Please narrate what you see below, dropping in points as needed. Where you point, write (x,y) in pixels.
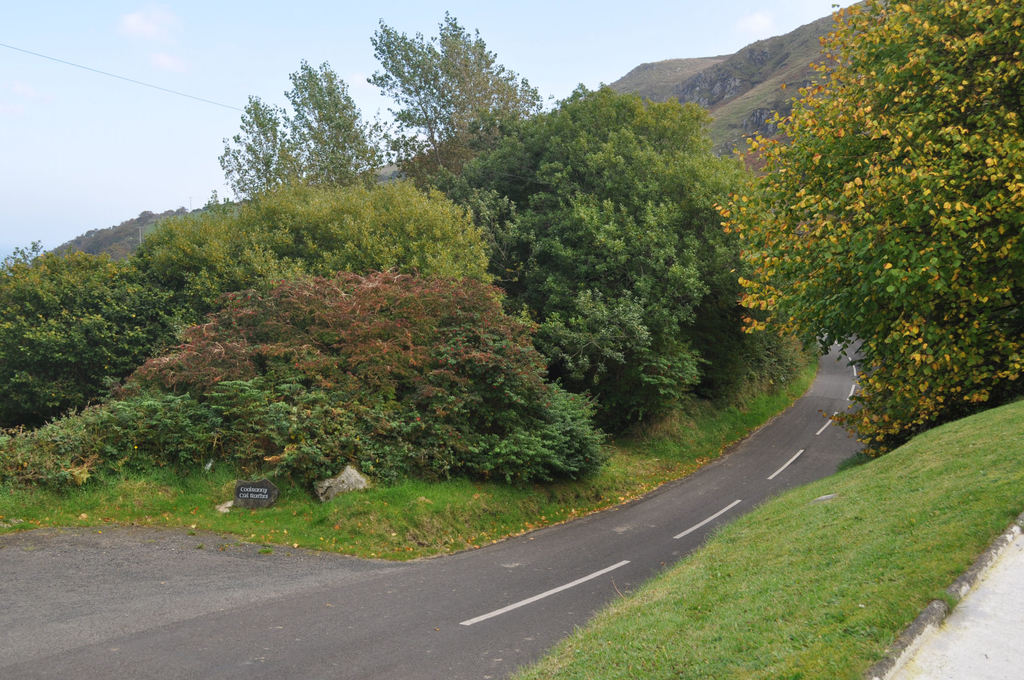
In this image I can see a road (618,549). There are trees (632,333), plants (481,333), hills (761,87), also there is grass (765,603) and in the background (584,32) there is sky (159,107).
